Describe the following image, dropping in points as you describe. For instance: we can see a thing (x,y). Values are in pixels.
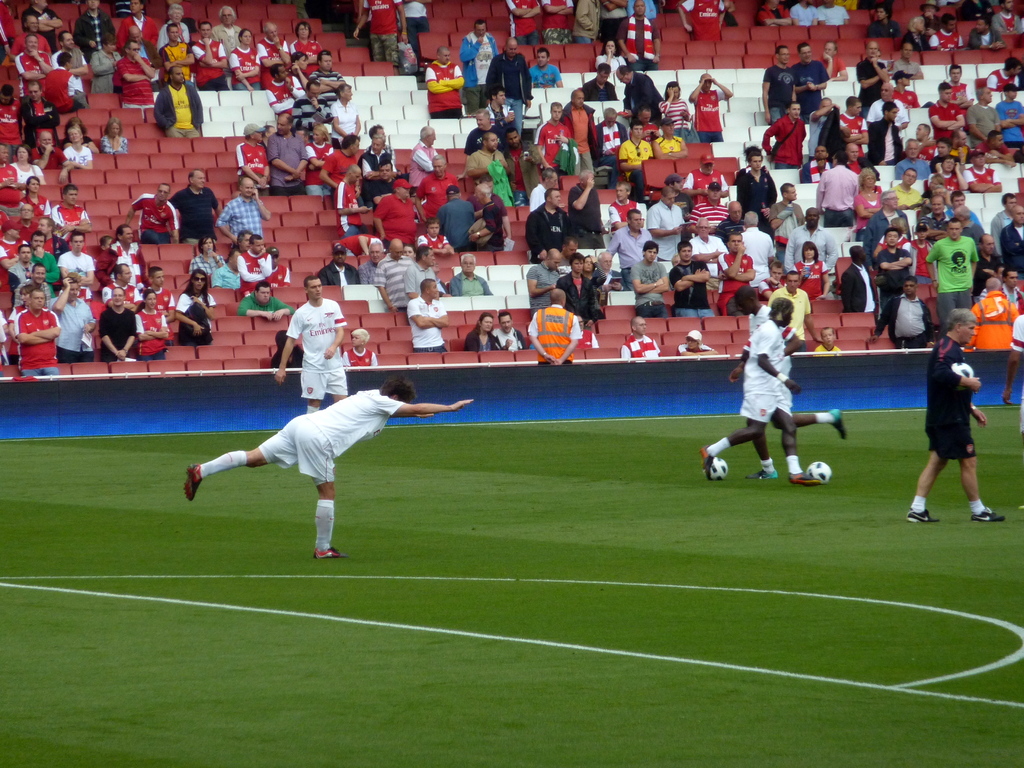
This picture is taken in a football stadium (711,542) and there are some people (1015,333) playing the football (968,370), In the background (280,335) there are some people (422,269) sitting on the chairs (310,209) which are in red color.
